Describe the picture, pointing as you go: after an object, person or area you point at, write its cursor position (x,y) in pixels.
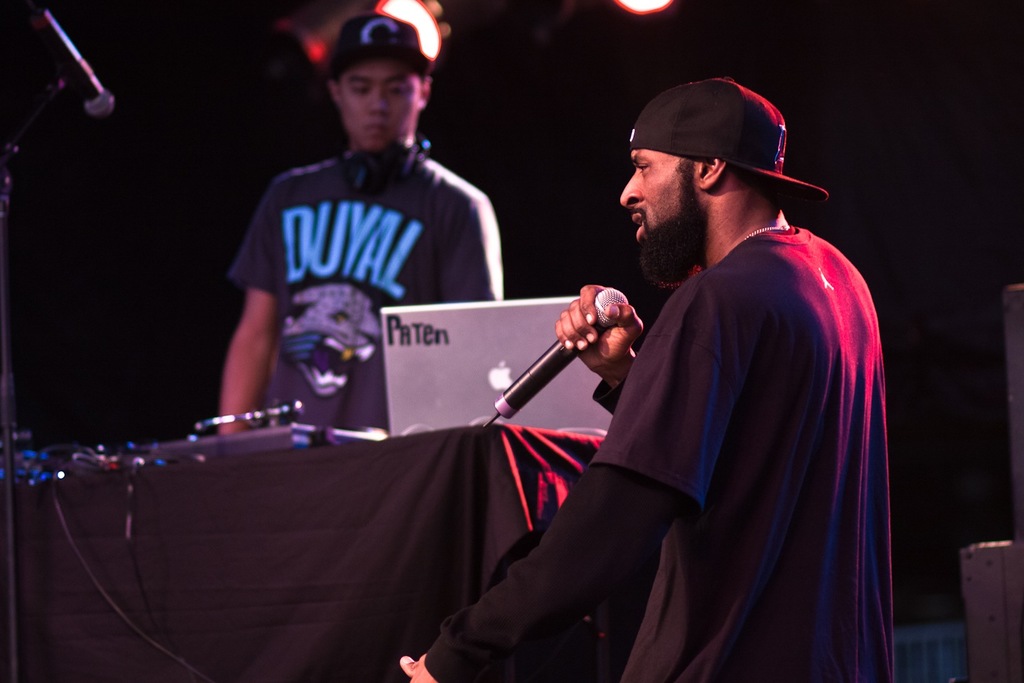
Here we can see two persons (582,293). He is talking on the mike (627,309) and he wear a cap (717,134). This is table (268,525). On the table (395,523) there is a cloth (352,567), laptop (484,349), and a mike (236,415). There are lights (441,32) and this is mike (95,93).
